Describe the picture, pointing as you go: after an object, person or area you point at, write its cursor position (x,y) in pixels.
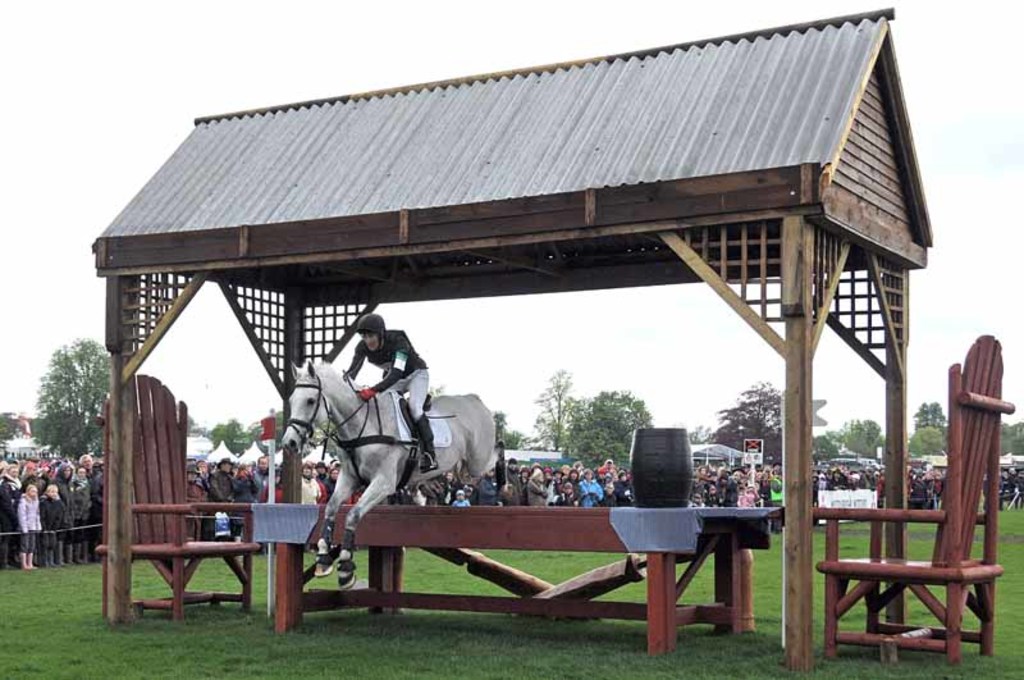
This picture shows few people (24,493) standing and watching and we see a man (411,379) riding a horse (367,469) and we see horse (330,509) jumping a table (449,522) and we see couple of wooden chairs (979,406) and a barrel (661,429) on the table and we see trees (630,393) and a cloudy sky (285,58).
